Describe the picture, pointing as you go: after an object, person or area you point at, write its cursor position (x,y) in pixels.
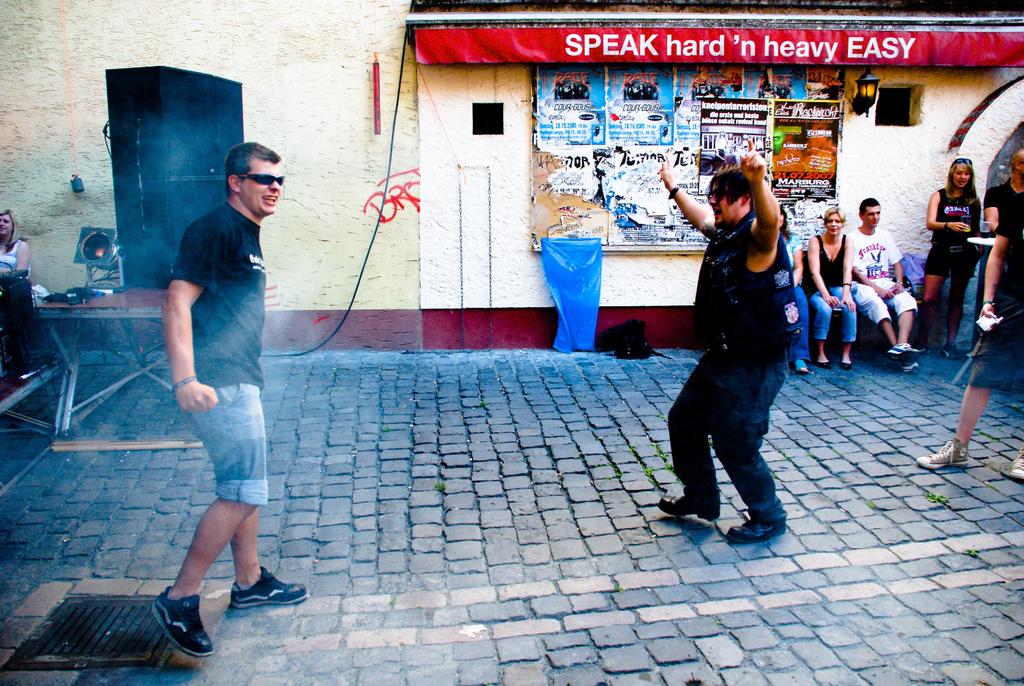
On the left (206,320) there is a man (249,186) who is wearing goggle (256,174), t-shirt (229,271), short (236,396) and shoe (289,595). On the right (739,307) there is a man (749,294) who is wearing black clothes (746,442) and he is dancing. Here we can see group of persons (879,256) sitting near to the building (876,189). On the top right (1009,61) we can see board (962,45). Here we can see some posters (691,116) are attached on the wall (487,144). On the left (170,108) background (154,129) we can see table (33,308) and speaker (201,168). On the table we can see some objects (61,292) and light (111,256). here we can see a woman (8,240) who is wearing a white dress (7,258).
